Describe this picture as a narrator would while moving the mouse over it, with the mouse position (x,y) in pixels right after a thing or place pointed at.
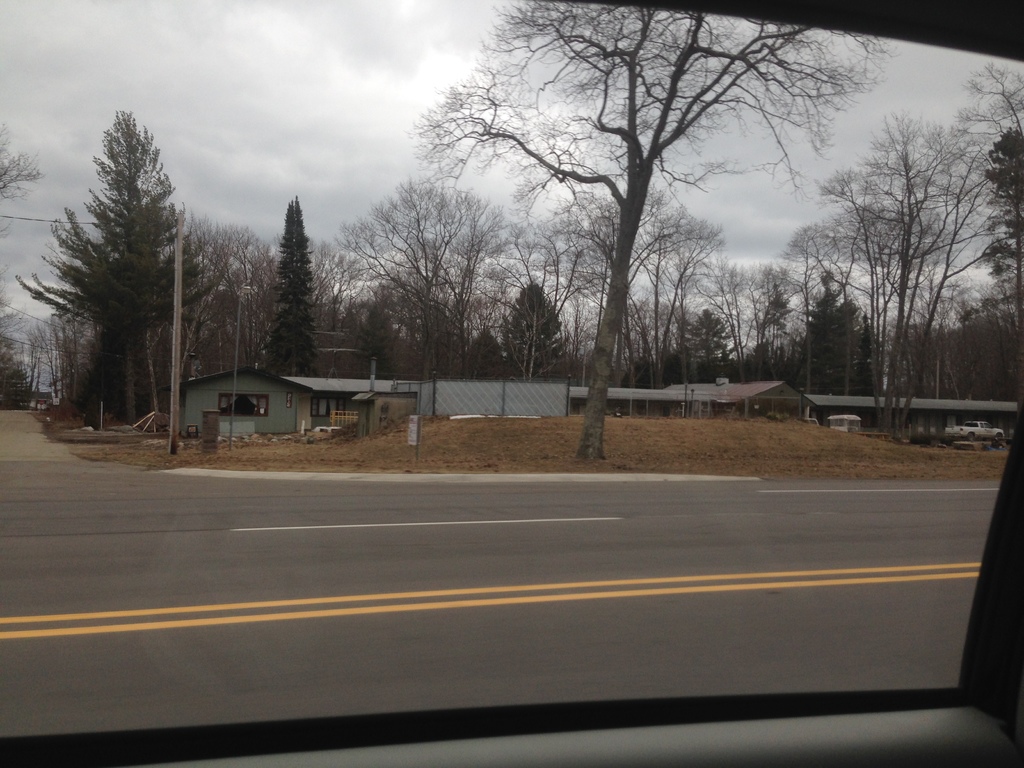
The picture is taken from a vehicle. In the foreground (380,728) we can see the glass (918,679) of the vehicle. In the foreground (542,495) it is road (231,523). In the middle of the picture (501,303) there are trees (487,318), buildings (315,389), poles (178,386), vehicles (993,427), grass (107,450), road (29,438) and other objects (91,427). At the top (436,102) there is sky (463,112). Sky (238,150) is cloudy.
